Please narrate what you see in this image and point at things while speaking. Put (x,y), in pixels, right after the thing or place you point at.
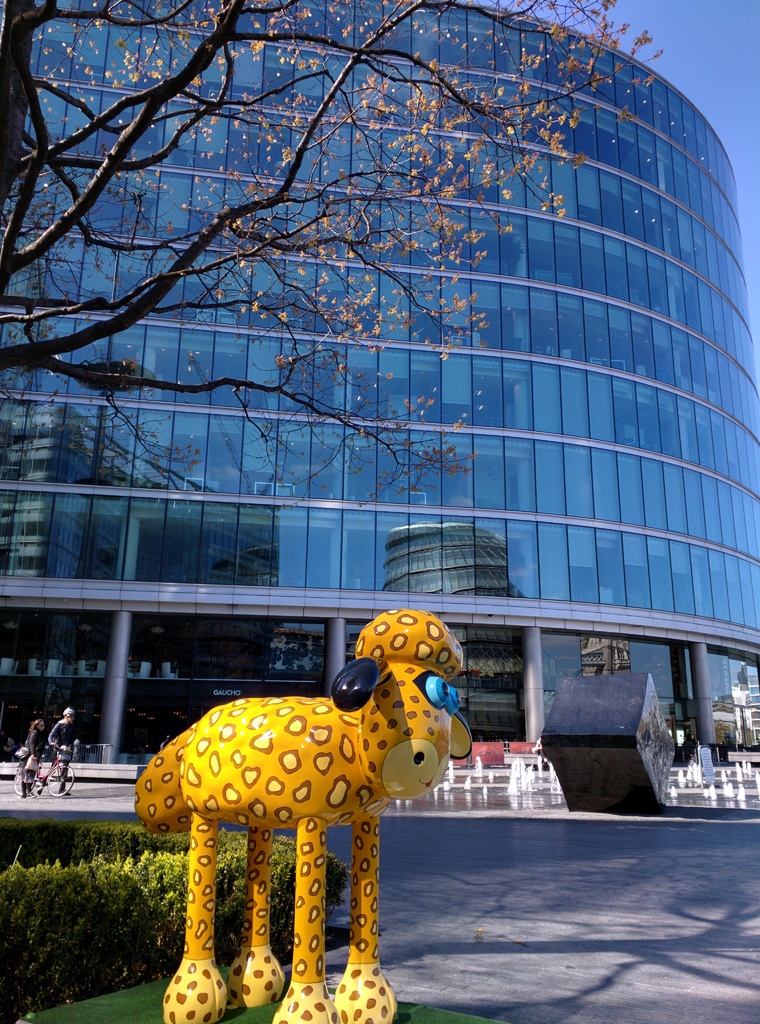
In this picture I can see there is a yellow color toy (191,827) and there are a few plants (102,893) and in the backdrop (52,757) there is a person (72,729) holding a bicycle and there is a tree (266,11) and in the backdrop (758,428) there is a building (556,74), with glass windows (123,268) and the sky (676,53) is clear.
